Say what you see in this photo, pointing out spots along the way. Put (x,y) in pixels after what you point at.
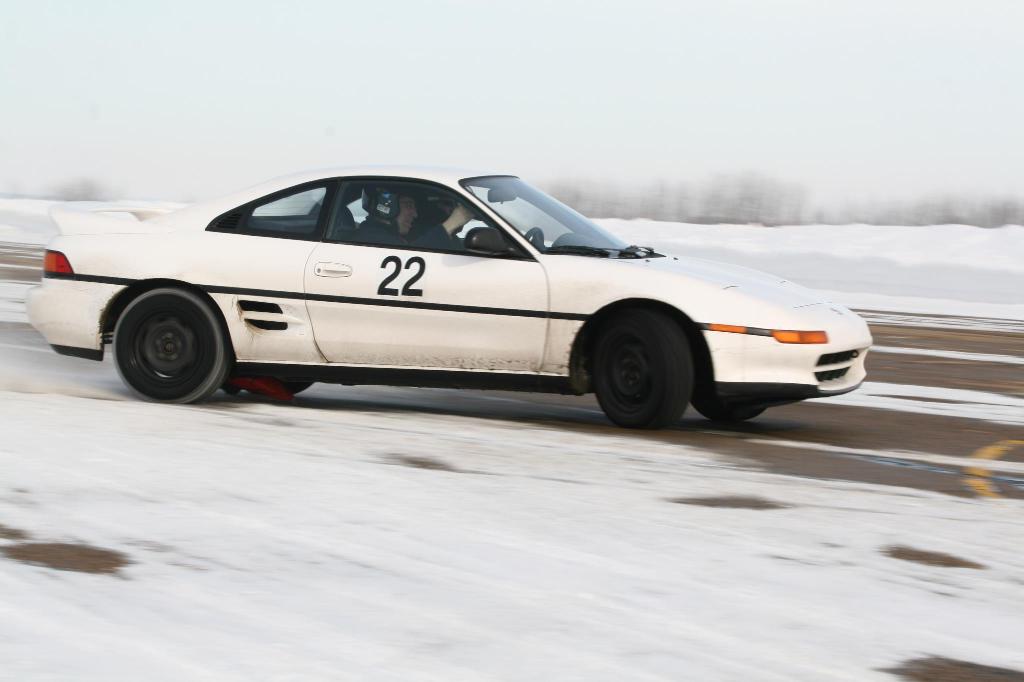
In this picture there is a man (472,210) who is sitting inside the car (490,263). He is riding a car (463,192) on the road (922,484), beside the road (945,475) we can see the snow (694,467). In the background (710,204) we can see many trees (774,204). At the top (756,80) there is a sky (718,32).
